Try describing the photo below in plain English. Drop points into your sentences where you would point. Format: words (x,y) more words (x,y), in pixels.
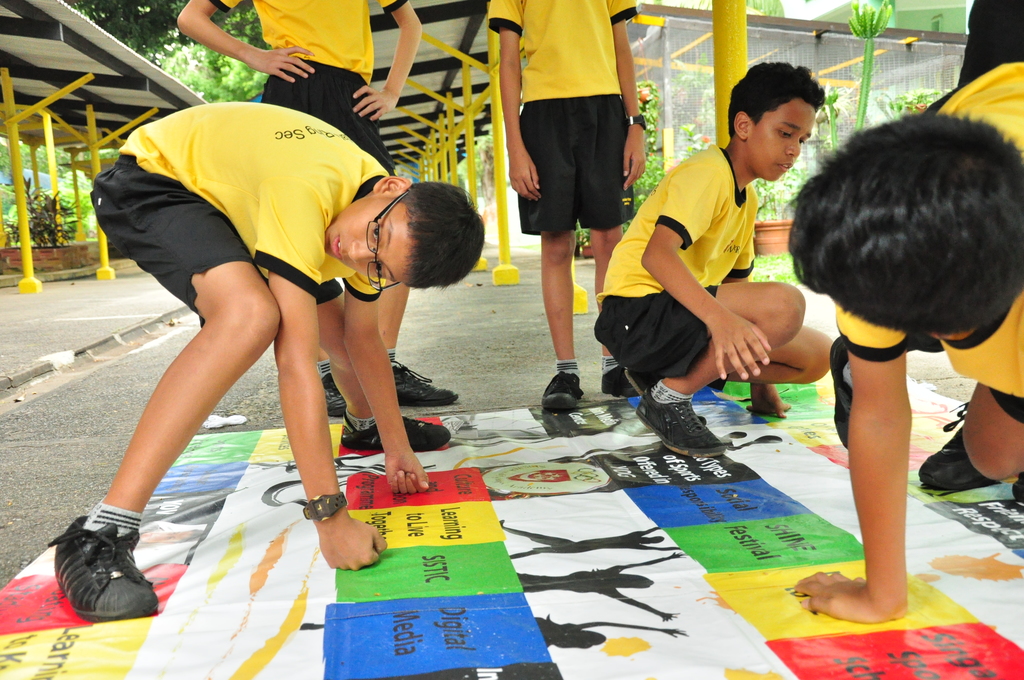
In this image I can see few persons (327,207) wearing yellow and black colored dresses (343,147) are standing and few of them are sitting on a banner (426,559) which is red, yellow, black, green and white in color. In the background (731,54) I can see few yellow colored poles (439,45), the ceiling (459,41), few trees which are green in color, a flower pot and the building (892,27).
